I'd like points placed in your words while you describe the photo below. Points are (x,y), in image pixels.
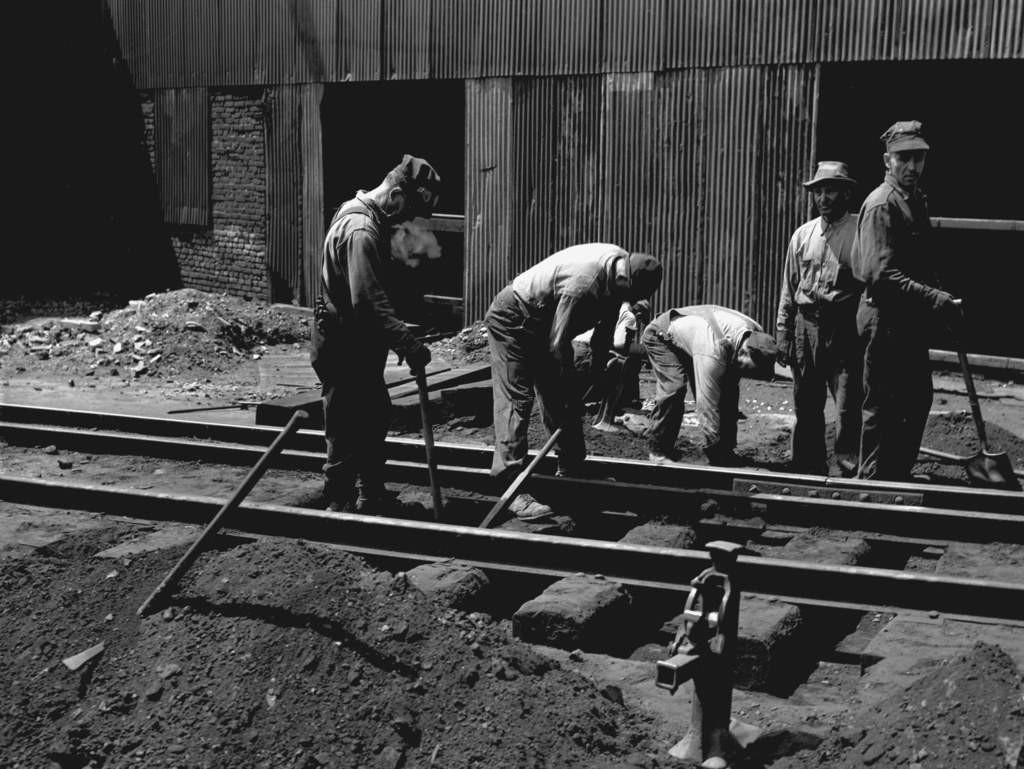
In this image at the bottom (281,661) there is sand (281,661), and in the center (347,264) there are some people (318,324) and it seems that they are constructing railway track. And also there are some other objects (969,364), in the background (1009,451) there is sand (1009,451) and shelter (105,146).
